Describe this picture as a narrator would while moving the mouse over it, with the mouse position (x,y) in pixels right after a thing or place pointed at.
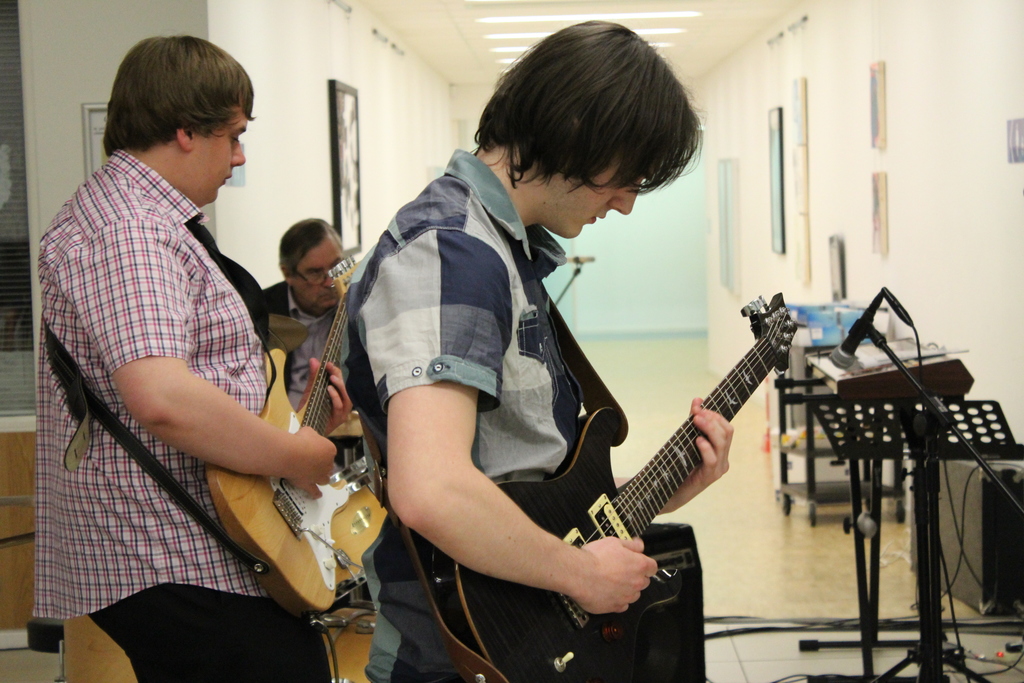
In this image I see 2 men (529,57) who are standing and holding guitars (595,682) in their hands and I see a mic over here. In the background (242,238) I see another man (317,253), photo frames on the wall (957,123) and the lights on the ceiling (445,62).
